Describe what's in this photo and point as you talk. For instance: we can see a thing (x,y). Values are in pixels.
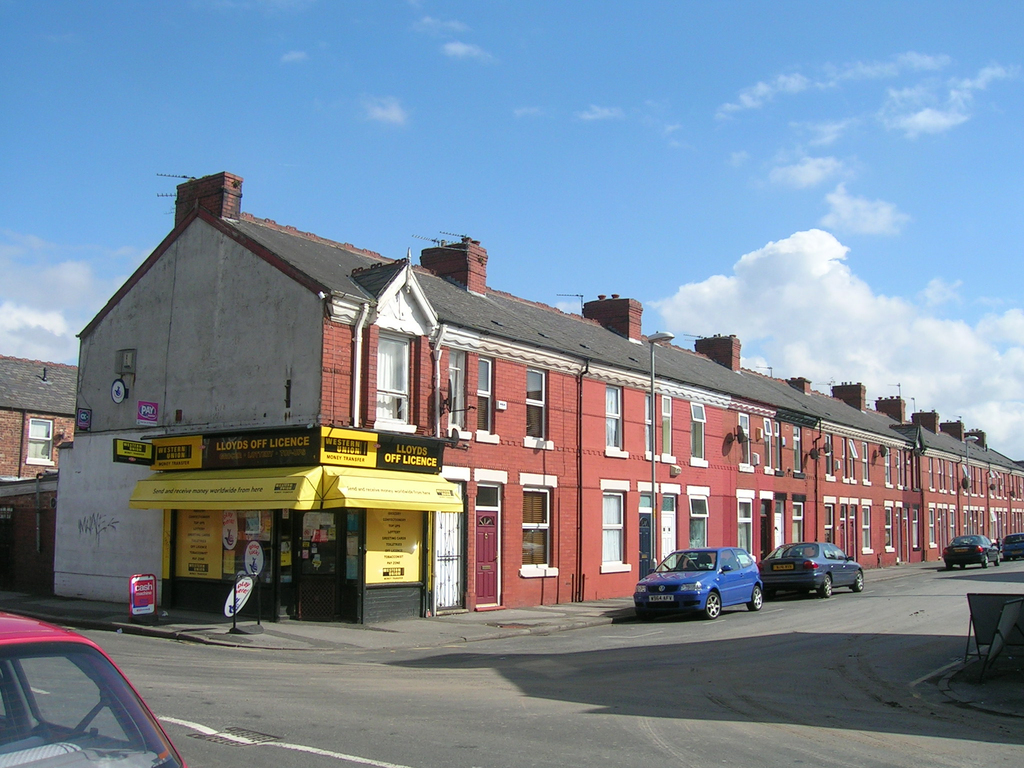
In this image we can see a building (609,586) with windows (241,556), door (327,530) and the sign boards (385,532) with some text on it. We can also see a group of vehicles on the road (592,694), a signboard (235,583) to a pole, a house (19,473) with a roof (973,448) and window (49,422), some street poles (968,470) and the sky (597,181) which looks cloudy. On the right bottom (1012,631) we can see some metal boards (1016,618) on the ground (979,685).
